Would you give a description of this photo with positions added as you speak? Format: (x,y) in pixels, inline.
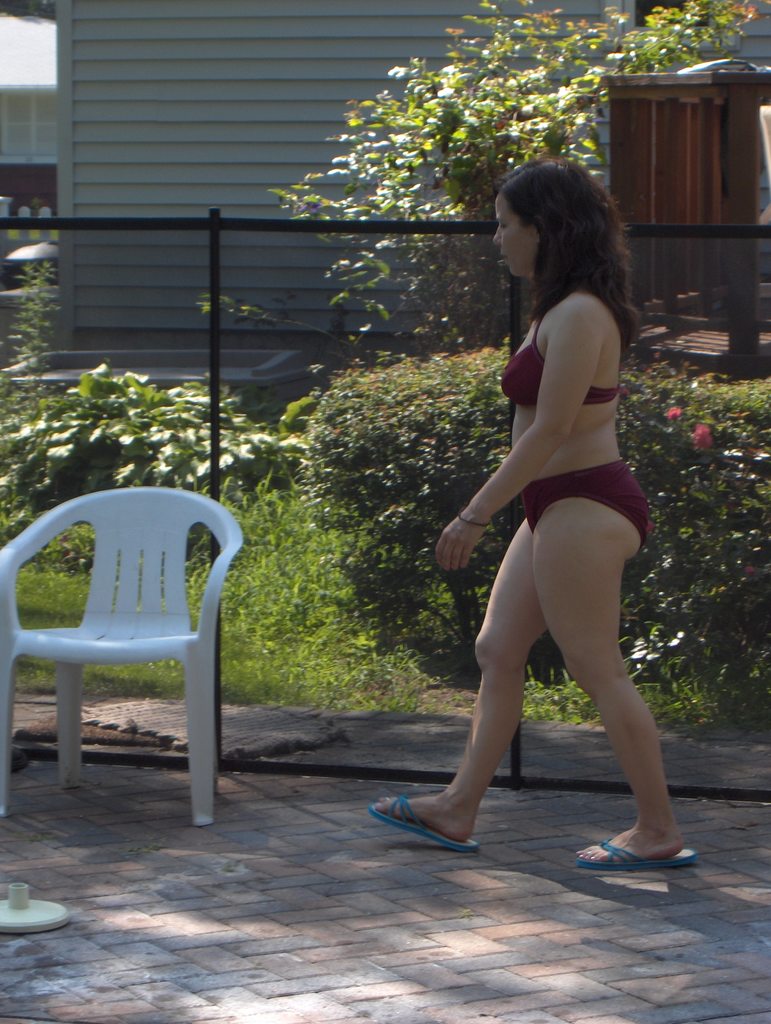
In this image I can see a woman (554,563) is walking on the ground (350,893). I can also see there is a chair (180,632) fence (214,456) plants (283,441) and a house (225,149).
